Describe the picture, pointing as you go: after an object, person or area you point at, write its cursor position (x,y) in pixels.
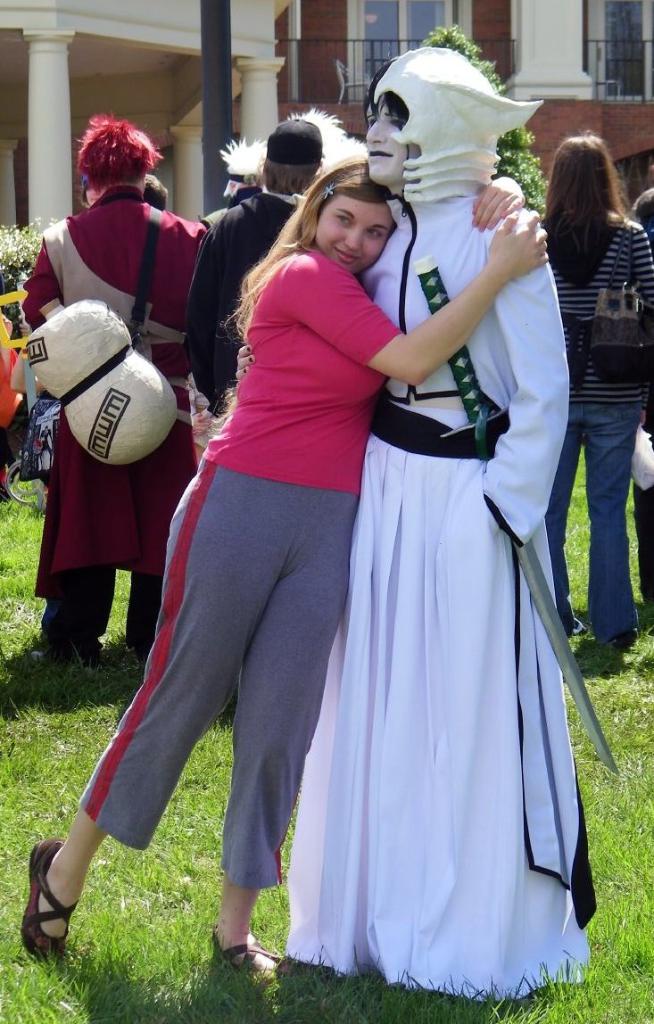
In the picture I can see people (457,543) and land (162,976) is covered with grass (361,1013). In the front of the image (461,72) a woman (279,532) is hugging a person (428,580). Near that person (429,477) there is a sword (429,293). In the background (567,51) we can see a building (568,81), pole (220,179), pillars (262,113), grilles (303,67), chair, plants (15,250) and tree (521,162).
